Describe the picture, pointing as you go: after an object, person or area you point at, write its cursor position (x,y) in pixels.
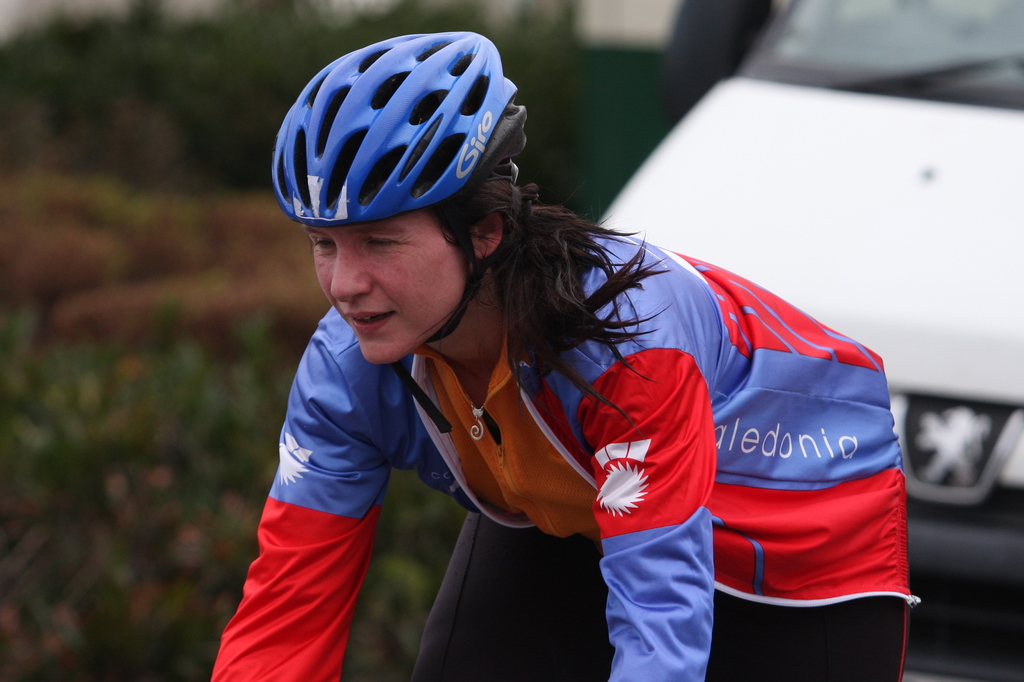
In this image we can see a woman (486,487) wearing a helmet (443,202). On the backside (730,184) we can see some plants (188,517) and a car (803,227).
